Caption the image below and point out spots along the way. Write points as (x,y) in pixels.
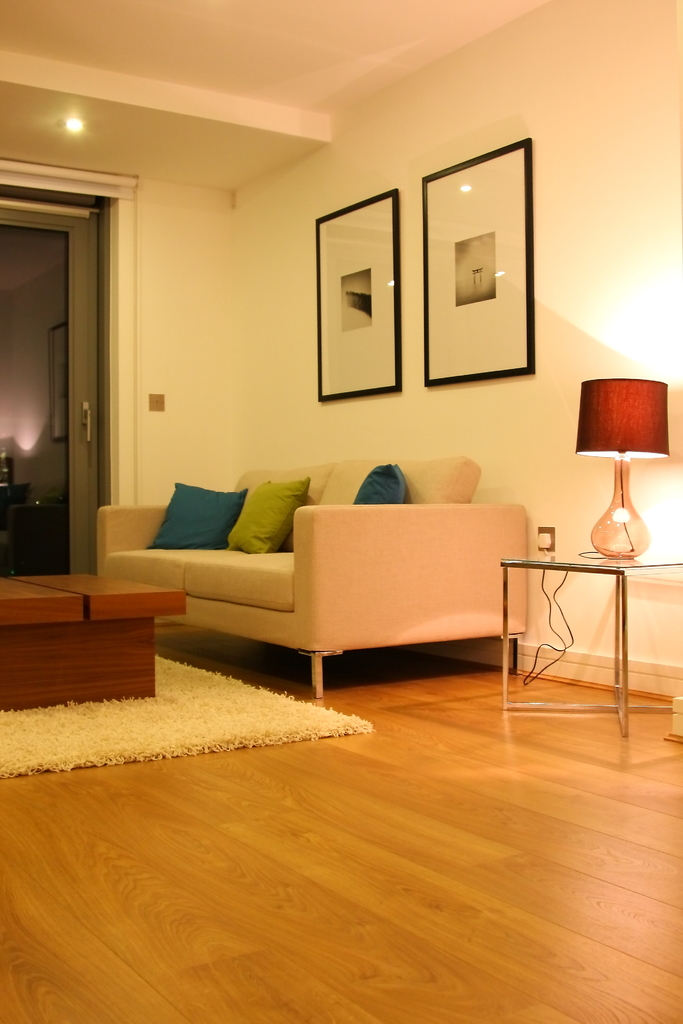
In this image, I can see two photo frames (361,354), which are attached to the wall (571,257). This is the couch (273,576) with the cushions (268,501) on it. I can see a teapoy (62,687). This is the carpet (232,726) on the floor (377,770). I can see a lamp (616,546), which is placed on the glass table (537,565). This is a cable (554,598), which is connected to a socket (540,538). On the left side of the image (53,497), that looks like a glass door (73,423) with a door handle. I think this is the wooden floor (295,830).
